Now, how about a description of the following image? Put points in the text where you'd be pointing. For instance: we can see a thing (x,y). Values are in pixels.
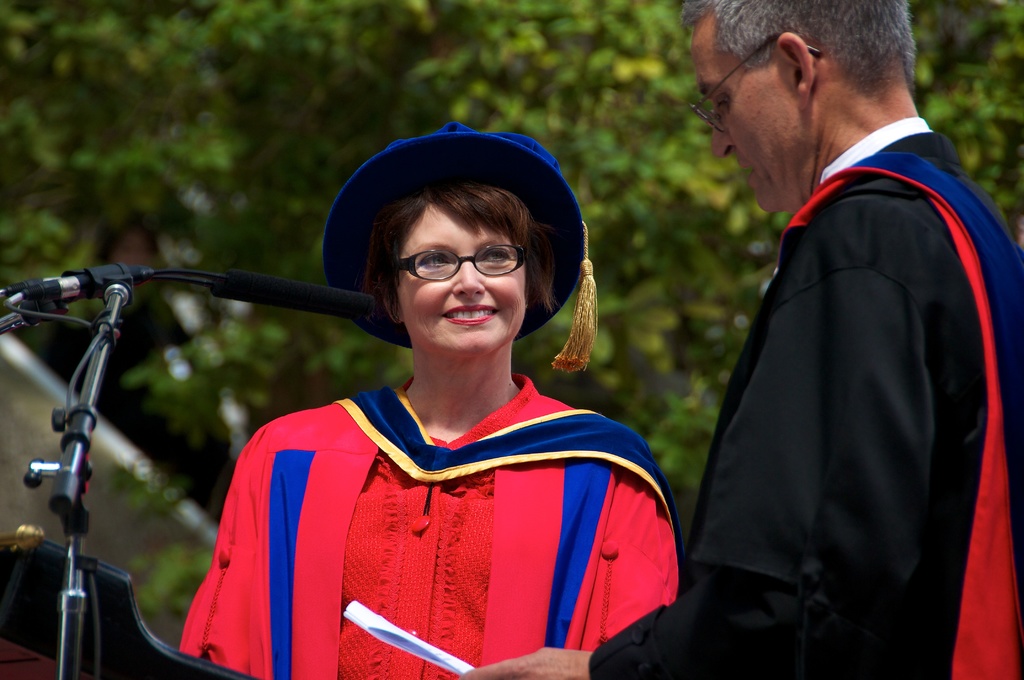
In this picture there is a woman (495,450) standing in the front (584,541) and wearing red color convocation dress (517,521), standing in front (468,297) and looking to the old man (830,291) wearing black dress (861,394). On the left side (113,301) we can see the microphone stand (113,326). In the background (136,306) there are some trees (237,130).
